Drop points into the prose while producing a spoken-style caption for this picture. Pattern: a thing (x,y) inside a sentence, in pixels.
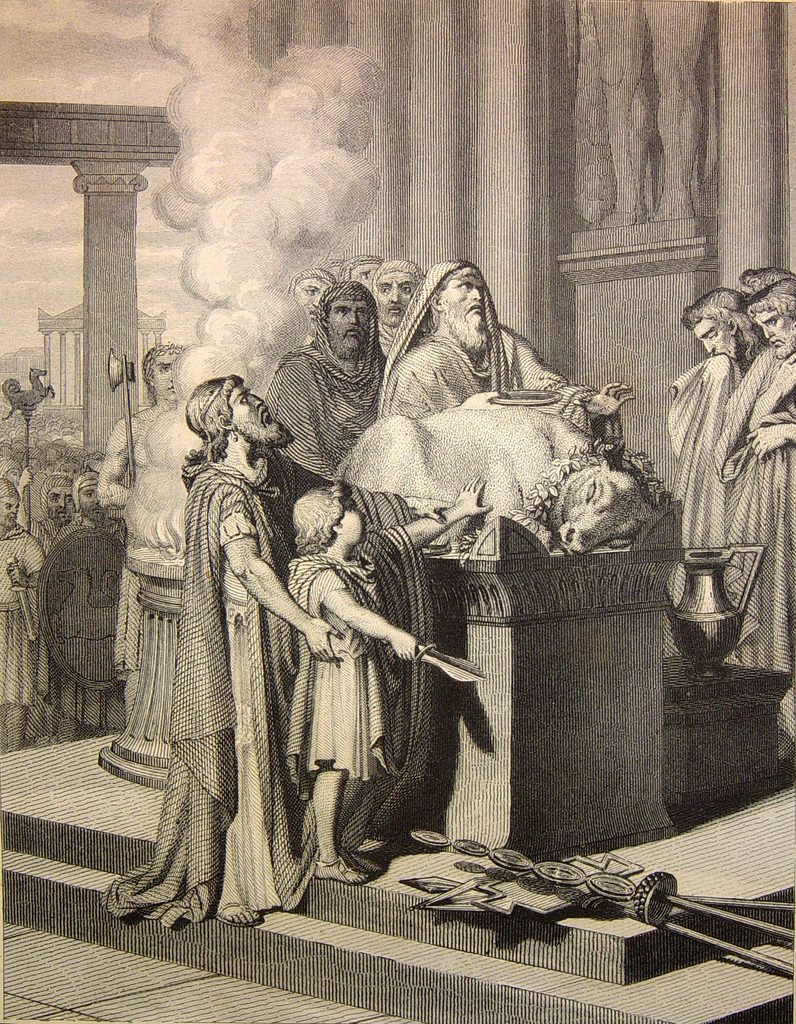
This is a black and white picture and in this picture we can see a group of people (419,570), animal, some objects (547,799), pillars (106,378), arch (92,367) and in the background (106,73) we can see the sky (44,292).
